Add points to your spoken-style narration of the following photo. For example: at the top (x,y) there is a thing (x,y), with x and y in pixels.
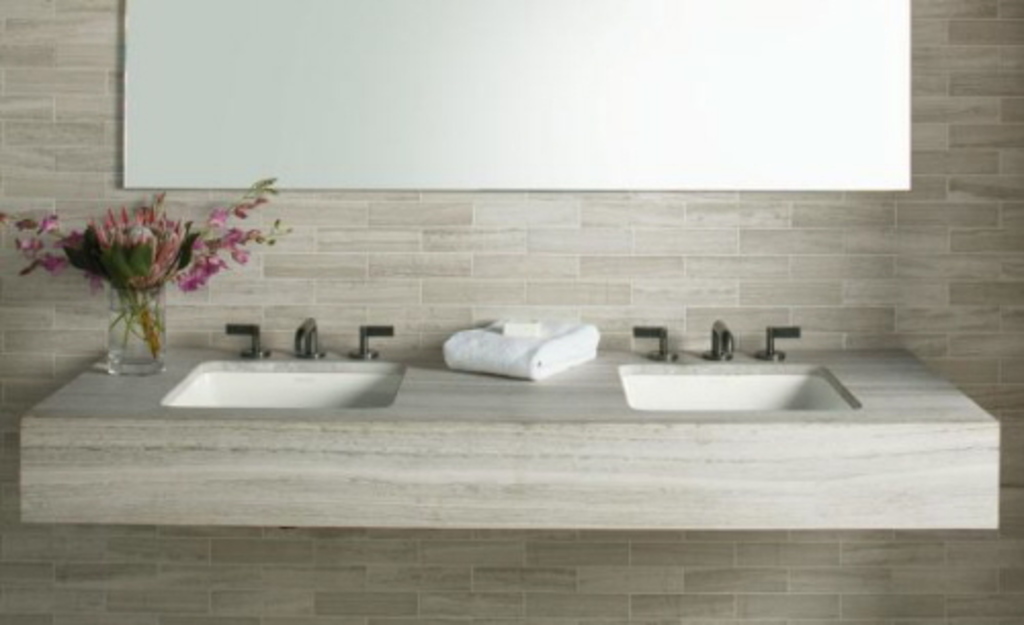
In the foreground of the picture (159,259) there are taps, sinks (236,391), towel (588,340), flower vase (147,307) and wall (594,227).
